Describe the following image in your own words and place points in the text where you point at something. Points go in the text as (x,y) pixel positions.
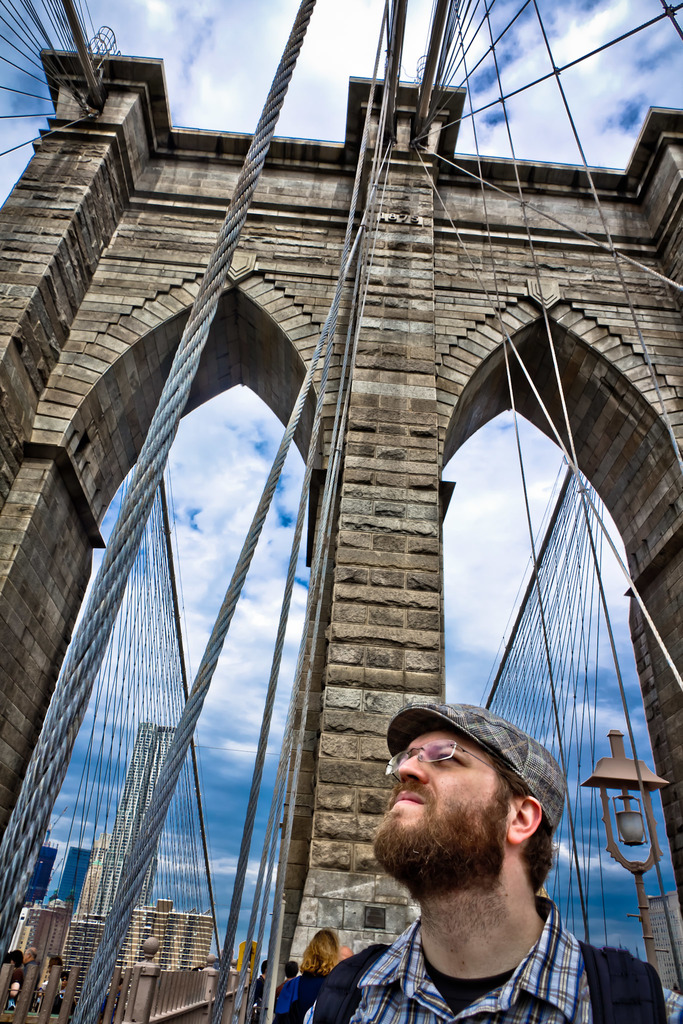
In the picture I can see a man (493,962) on the bottom right side (512,930). I can see a bridge construction (395,292). In the background (177,940), I can see the buildings (171,930). There are clouds (267,63) in the sky (235,59).
